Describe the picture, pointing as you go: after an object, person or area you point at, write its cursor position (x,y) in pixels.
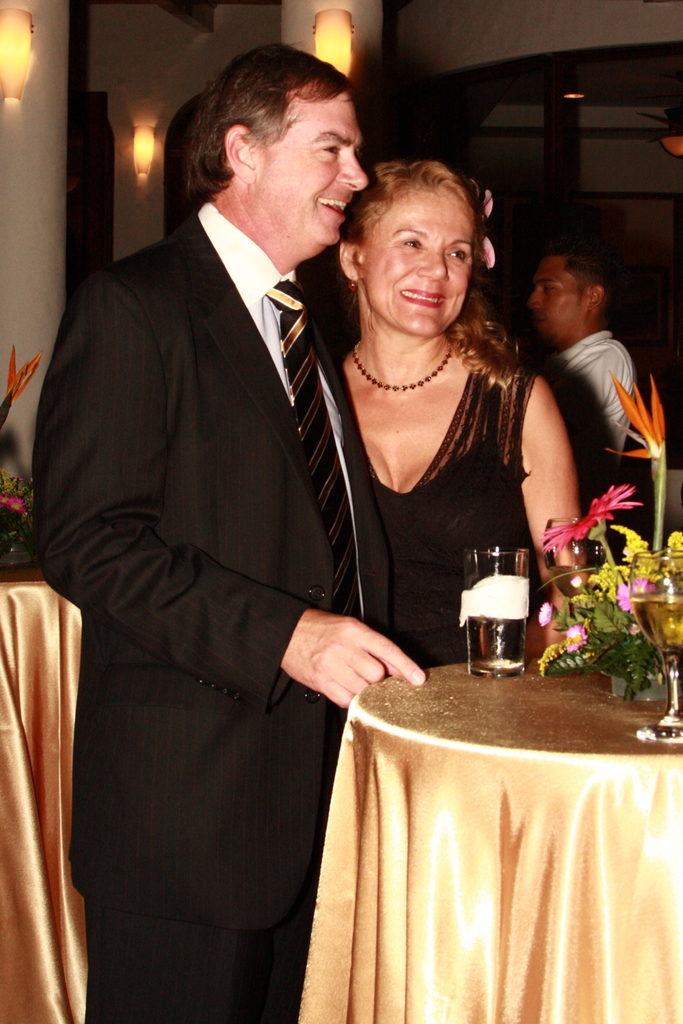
In this image we can see a man (187,624) and woman (526,423) standing near the table (603,851). We can see glasses (505,619) and flower vase (576,657) on table (545,708). In the background (582,382) we can see a person (551,303) standing and lights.
